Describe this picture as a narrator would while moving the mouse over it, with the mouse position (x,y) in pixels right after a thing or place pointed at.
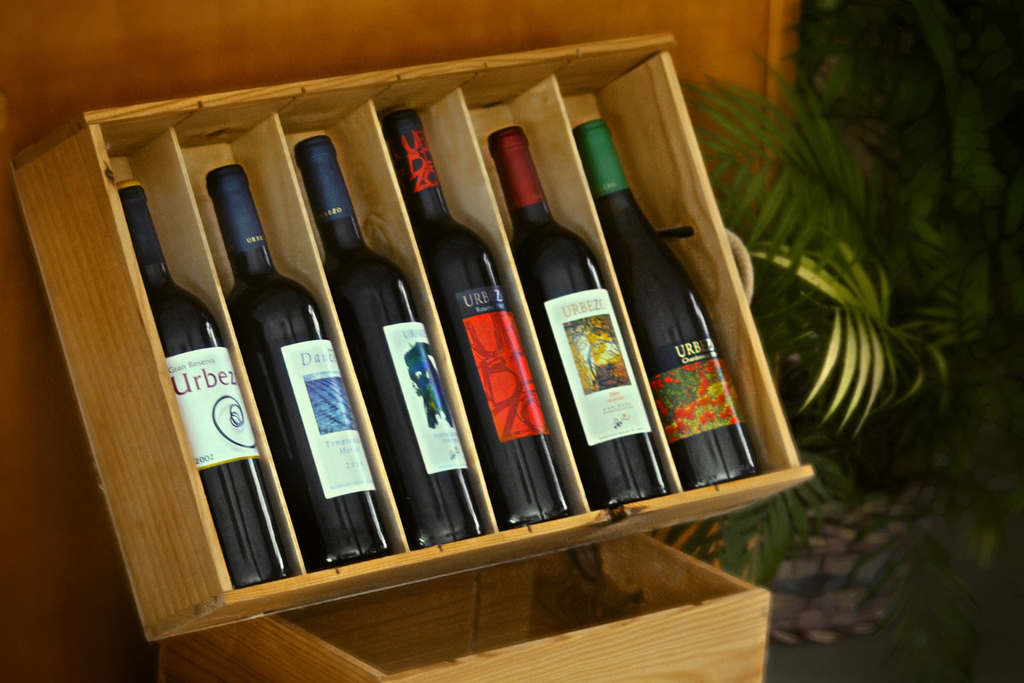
In this picture, we see a wooden liquor case (187,495) in which six alcohol bottles (263,359) are placed. At the bottom (604,574), we see a wooden case (637,640). On the right side (822,279), we see the plant pots (799,217). In the background (727,63), we see a wooden wall (438,39) in brown color.
